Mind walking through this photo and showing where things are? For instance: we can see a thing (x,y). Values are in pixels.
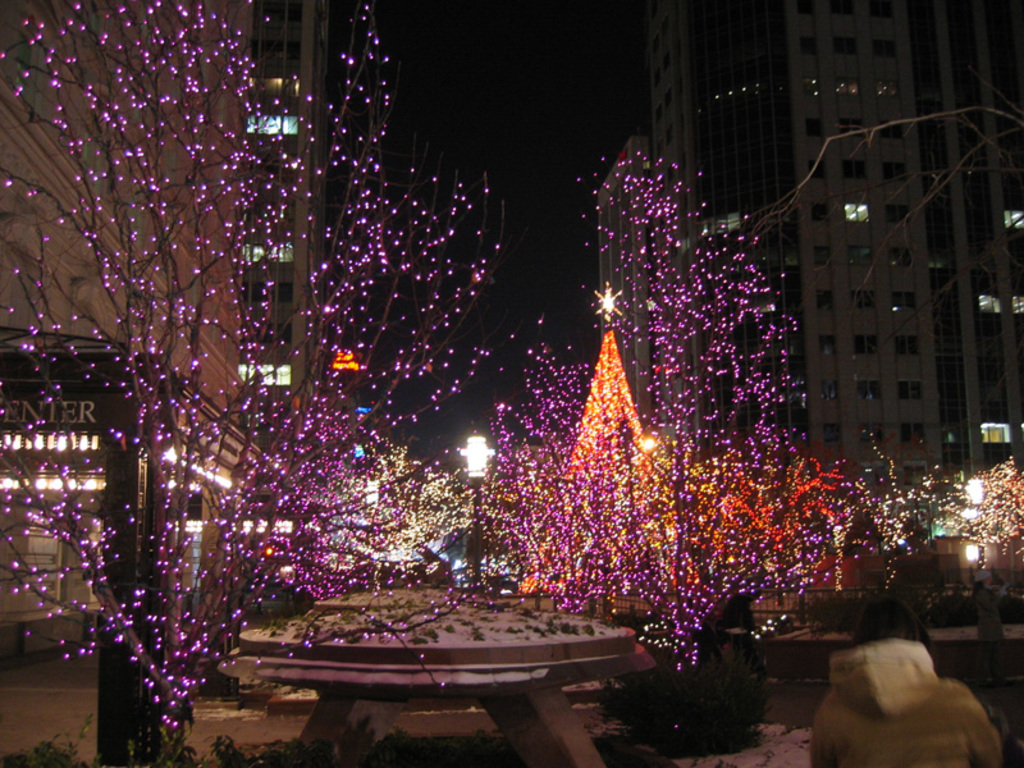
In this image, on the right side (840,217), we can see a building (896,84), glass window (962,358). In the right corner (915,608), we can also see a person (844,759). On the left side (176,160), we can also see a building (285,145), windows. In the middle of the image (561,463), we can see some lights (510,515). At the top (501,61), we can see a black color, at the bottom (746,681), we can see some plants (732,680).
